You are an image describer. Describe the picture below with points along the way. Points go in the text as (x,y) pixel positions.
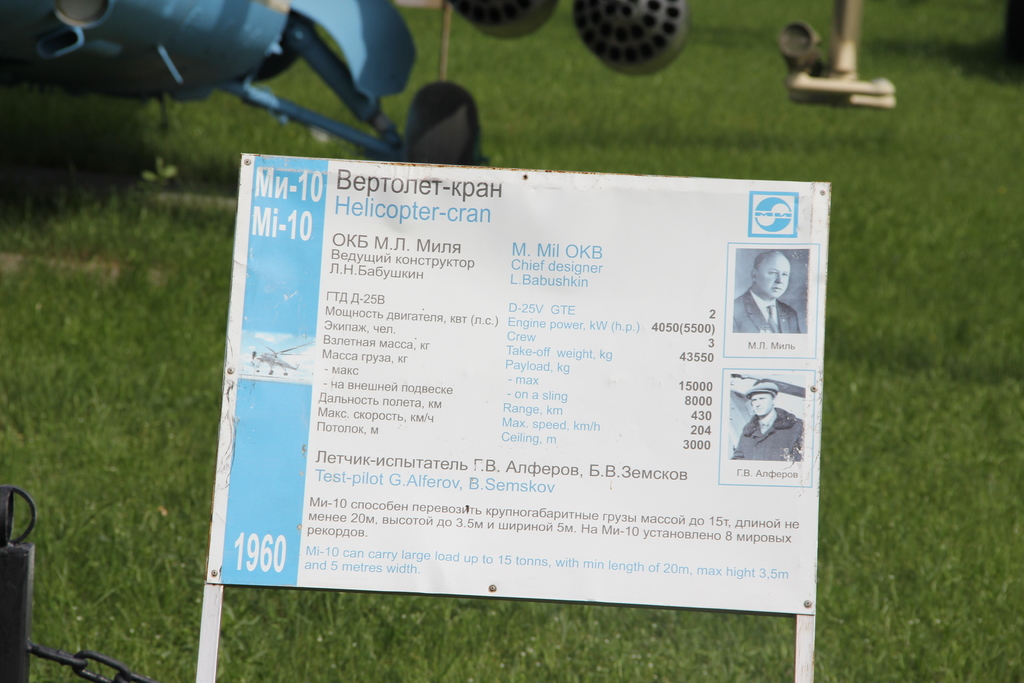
In this image we can see a board (428,318) on two poles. In the background (400,58) we can see an object (296,106) on the grass (195,327) and on the left side (56,658) we can see a chain (77,669) to an object (10,621).
